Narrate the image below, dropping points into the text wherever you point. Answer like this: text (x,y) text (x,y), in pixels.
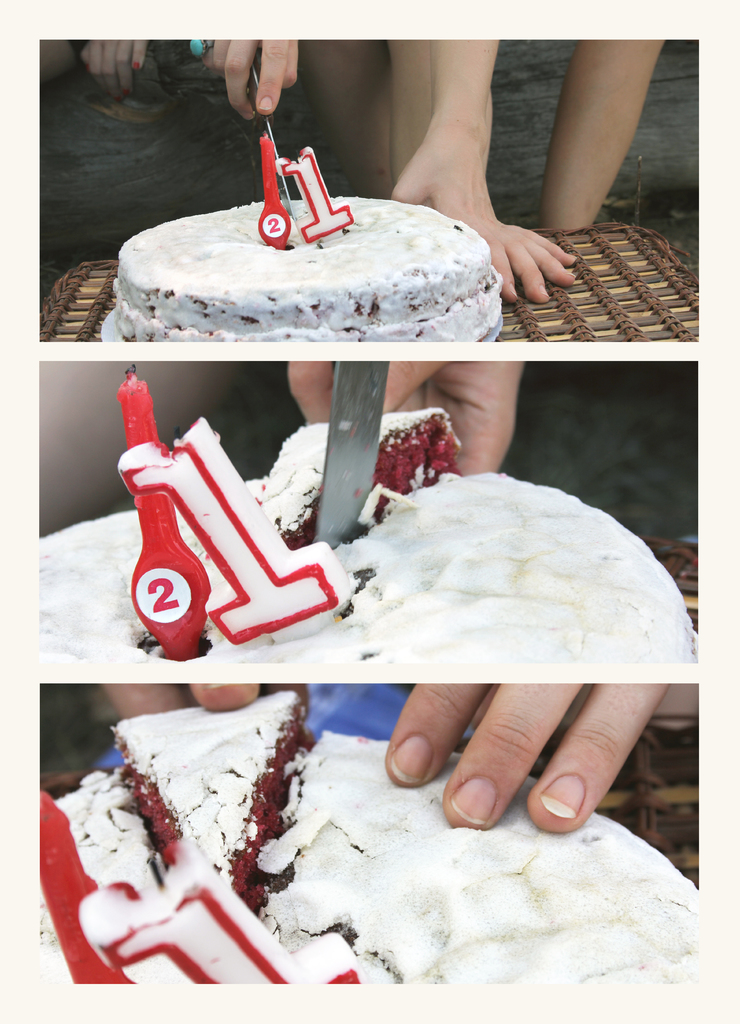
This is a collage image in this image there are three images of a cake (345,646), in first image there is a cake (200,262) on a table (630,294), in the background (438,184) there is a person (348,85) cutting the cake (297,256) in next two images there are cakes (457,566).
